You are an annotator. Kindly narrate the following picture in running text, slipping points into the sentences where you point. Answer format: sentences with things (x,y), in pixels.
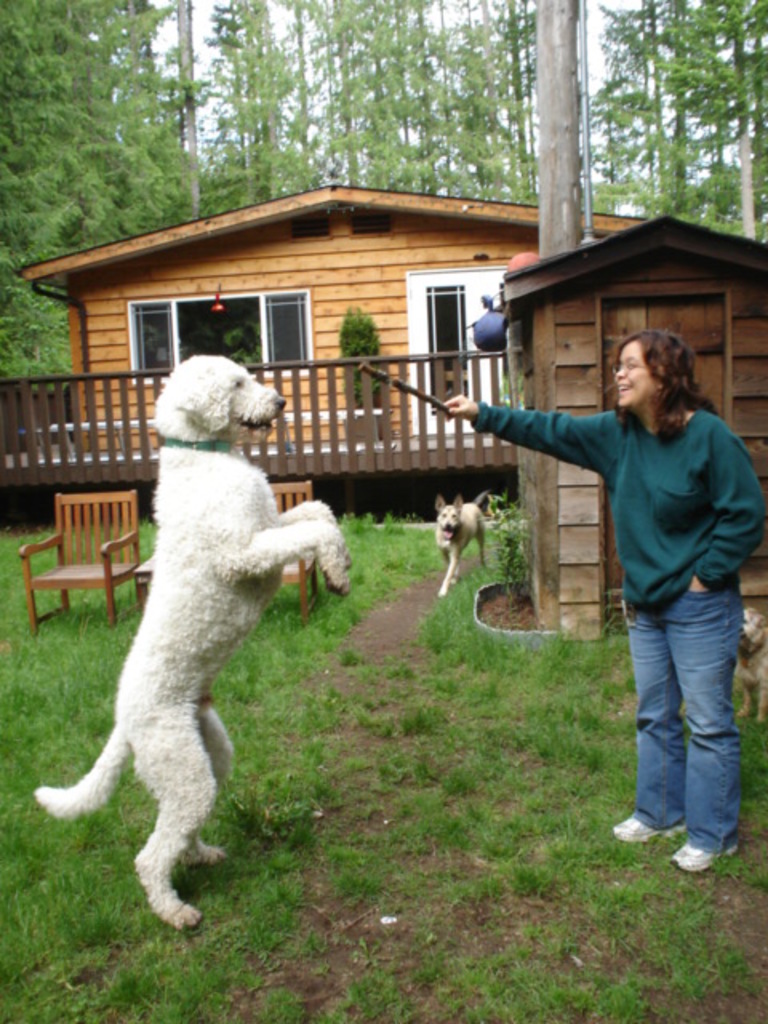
In the center of the image (342,579) there is a dog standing on legs (349,566). There is a lady (654,340) holding a stick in her hand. In the background of the image (408,426) there is a house (305,219). There are trees (85,171). At the bottom of the image (217,947) there is grass (407,920). There is another dog (446,562) in the image.
